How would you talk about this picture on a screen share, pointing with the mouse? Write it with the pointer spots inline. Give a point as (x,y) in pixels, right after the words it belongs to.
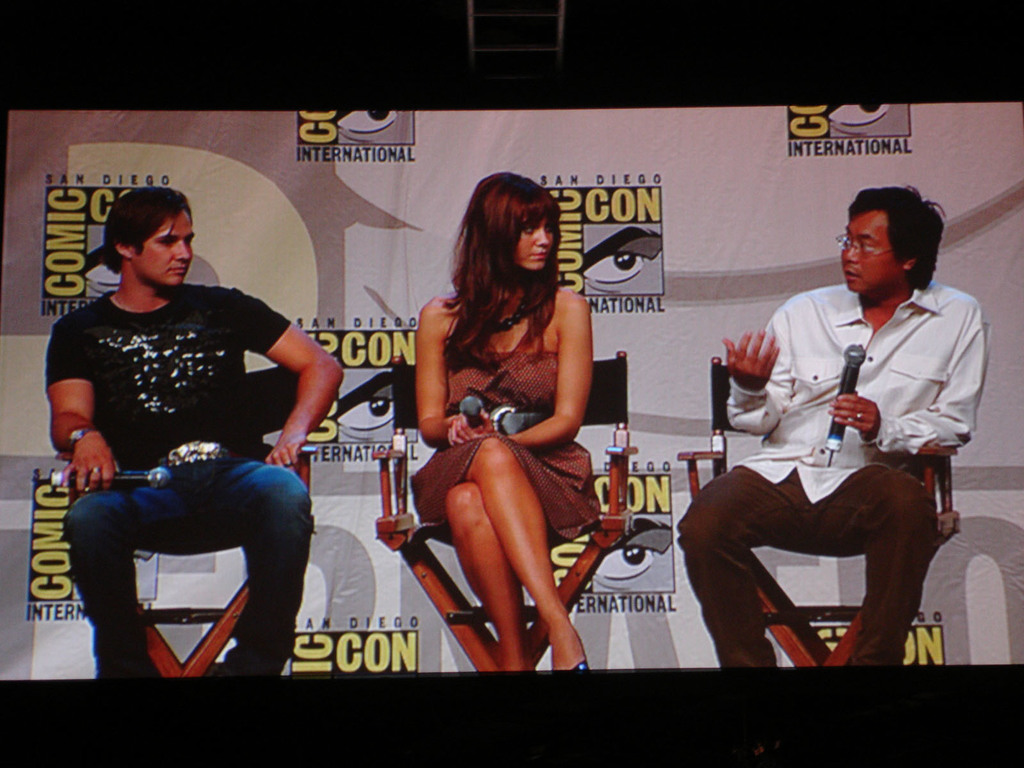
In this image we can see three persons (488,405) are sitting on the chairs (281,382), and holding a microphone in the hand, at the back (436,135) there is a banner (496,144).
